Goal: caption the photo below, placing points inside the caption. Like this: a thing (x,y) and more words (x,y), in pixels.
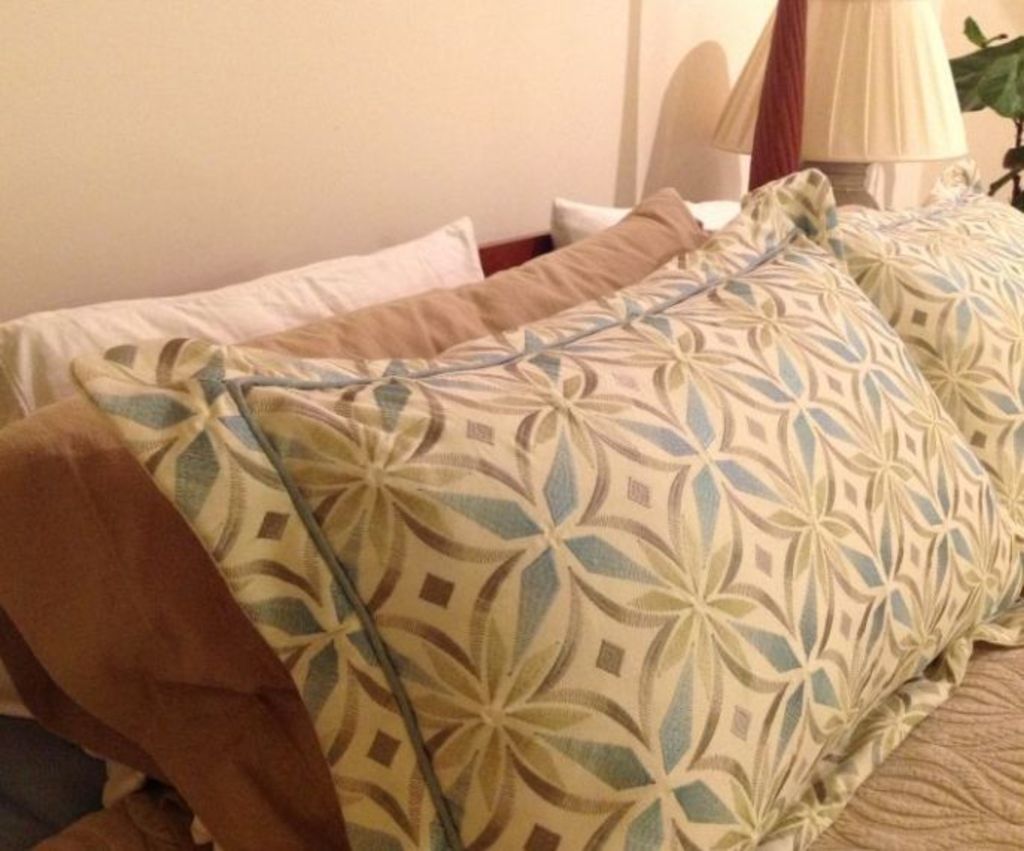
In the picture we can see a pillows (764,488), wall (17,133), lamp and plant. The pillows (557,471) are white, brown and some designs (750,488) on it.
